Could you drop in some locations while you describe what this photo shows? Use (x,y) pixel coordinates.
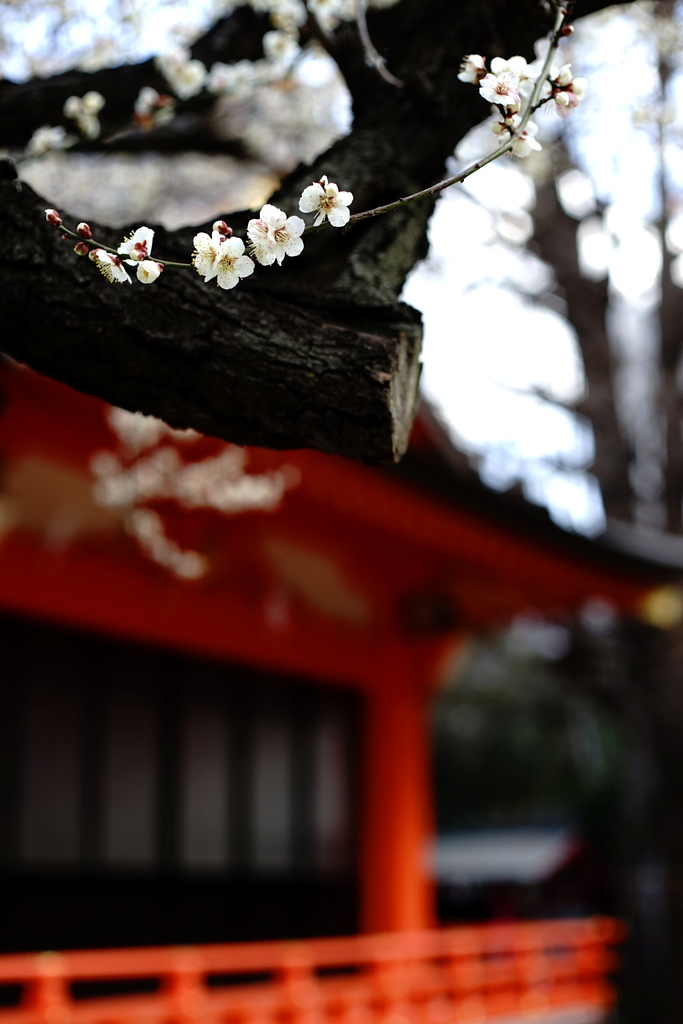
In this image, we can see few white flowers (565,69) with stem (443,187) and tree branch (340,361). Background (534,357) there is a blur view. Here we can see house (274,607), trees (506,704), flowers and sky (472,376).
